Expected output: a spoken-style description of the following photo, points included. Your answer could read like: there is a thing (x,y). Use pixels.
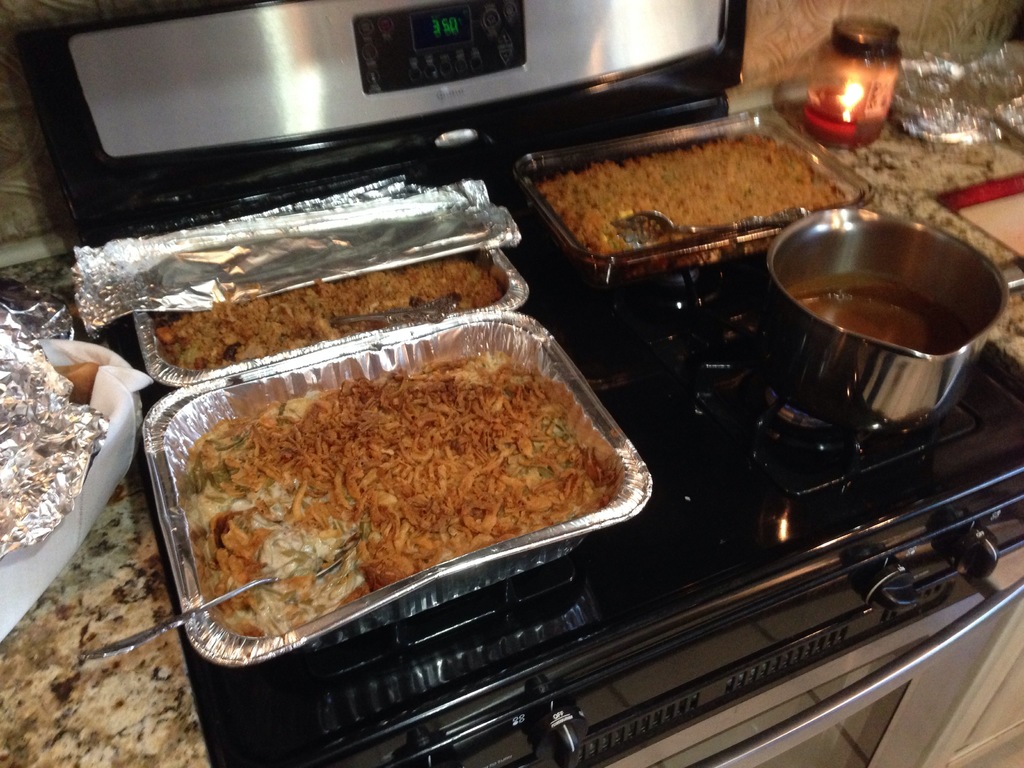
In this picture there are food items (924,310), candle (887,75), spoons (648,240), bowl (820,351) and aluminium sheets (950,92). At the top (434,86) there is a stove control panel (377,112).
